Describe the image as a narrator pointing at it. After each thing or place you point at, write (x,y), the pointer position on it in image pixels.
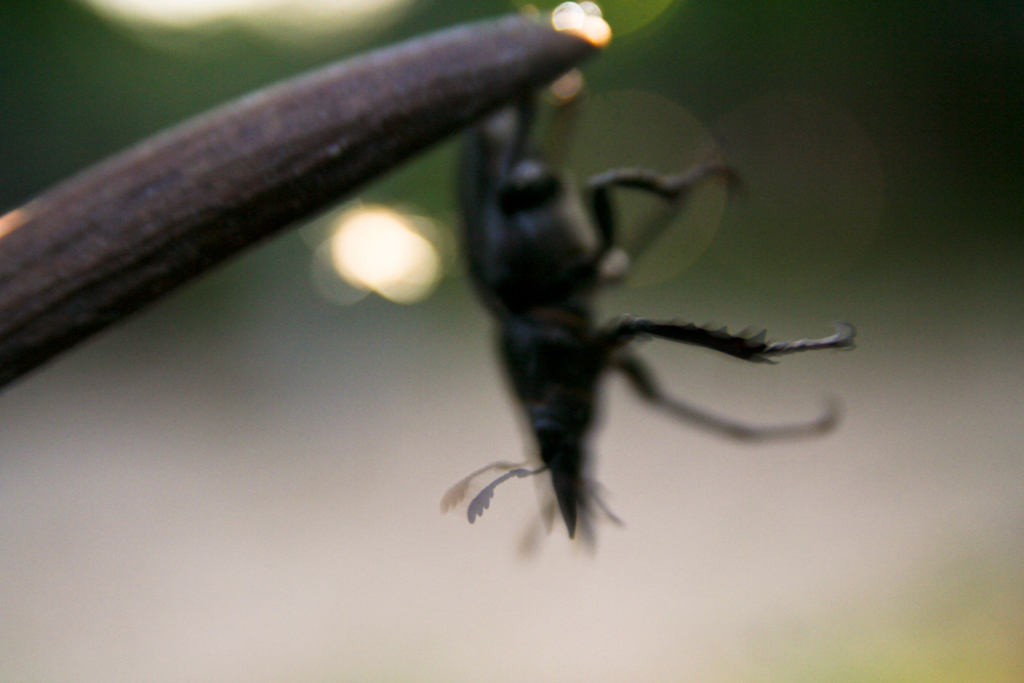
In this picture I can observe an insect (516,357) which is in black color in the middle of the picture (554,312). The background (221,358) is completely blurred.
